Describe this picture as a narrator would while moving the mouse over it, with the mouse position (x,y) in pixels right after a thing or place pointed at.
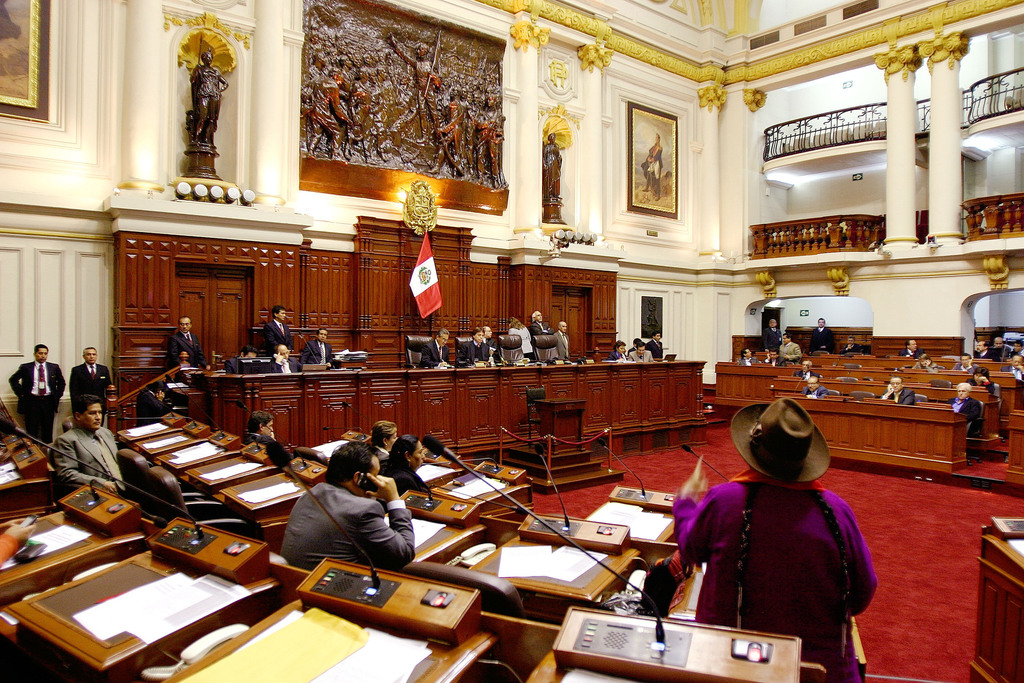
In this image there are group of persons (534,334) sitting in the chairs (542,334) inside the assembly hall (455,468), and there are chairs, podiums (73,511), microphones (289,473), papers (172,619), files (331,649), flag (428,258), sculptures (547,160), frames (631,180) attached to wall (822,38), and pillars (724,127).
